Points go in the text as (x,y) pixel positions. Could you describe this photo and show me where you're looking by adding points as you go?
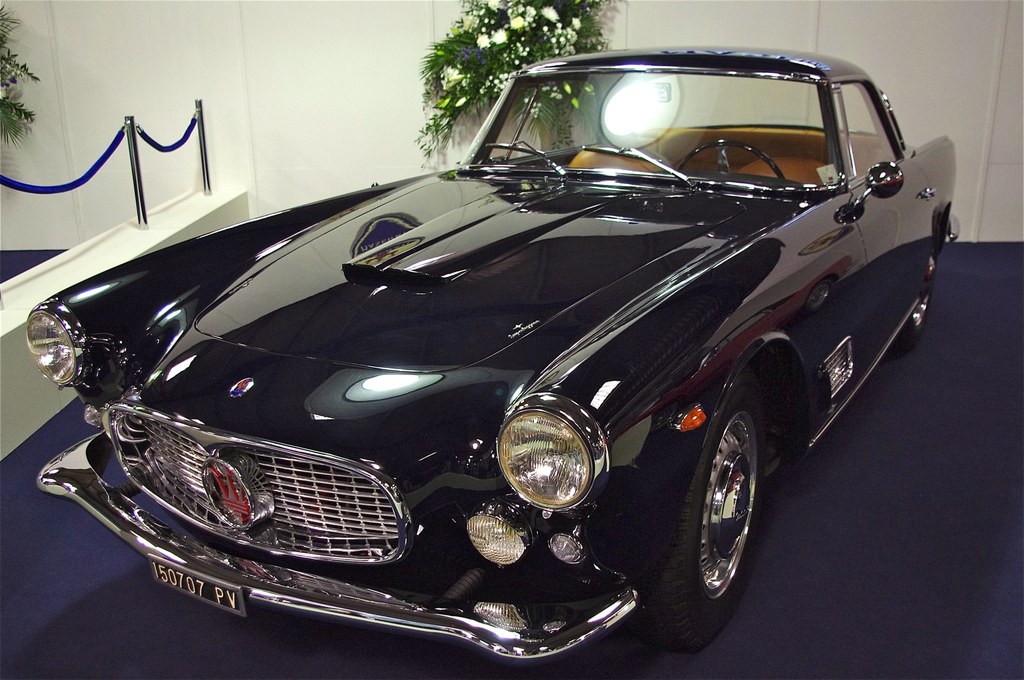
In this image I can see the vehicle (654,385) which is in black color. To the left (72,189) I can see the poles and the ribbon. In the background (19,199) I can see the plants (433,57) and the white wall (289,124).
